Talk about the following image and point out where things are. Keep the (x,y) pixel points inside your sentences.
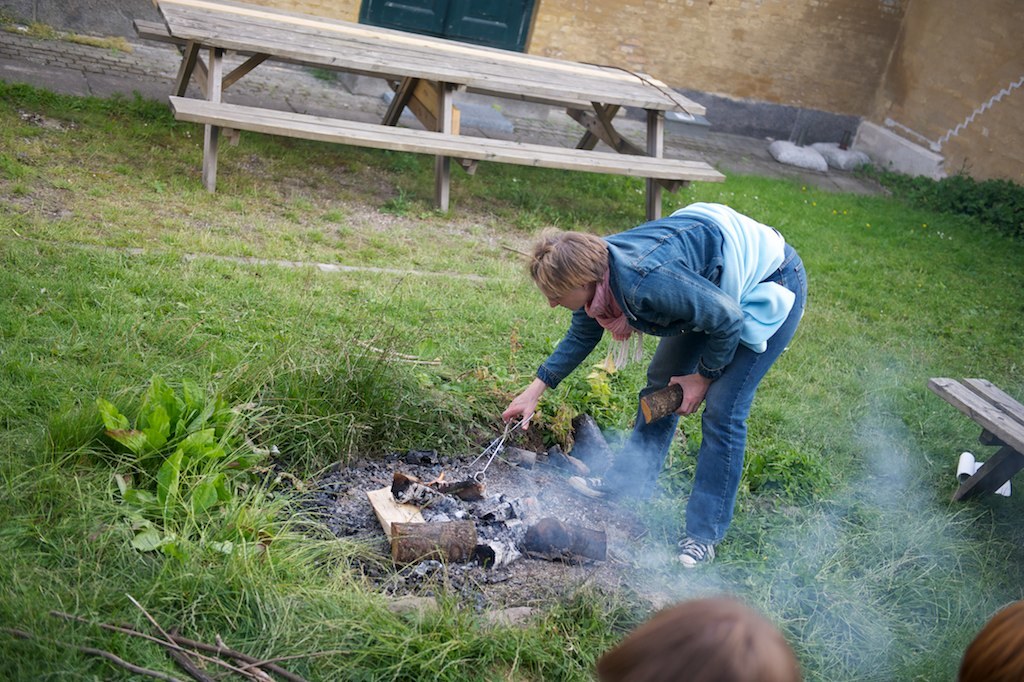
In this picture, we can see a few people (693,348), and among them a person (634,313) is holding some objects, we can see ground (313,329) with grass (290,468), plants (374,382), wood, benches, and we can see the wall (894,115) with door (479,26), and we can see stairs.
